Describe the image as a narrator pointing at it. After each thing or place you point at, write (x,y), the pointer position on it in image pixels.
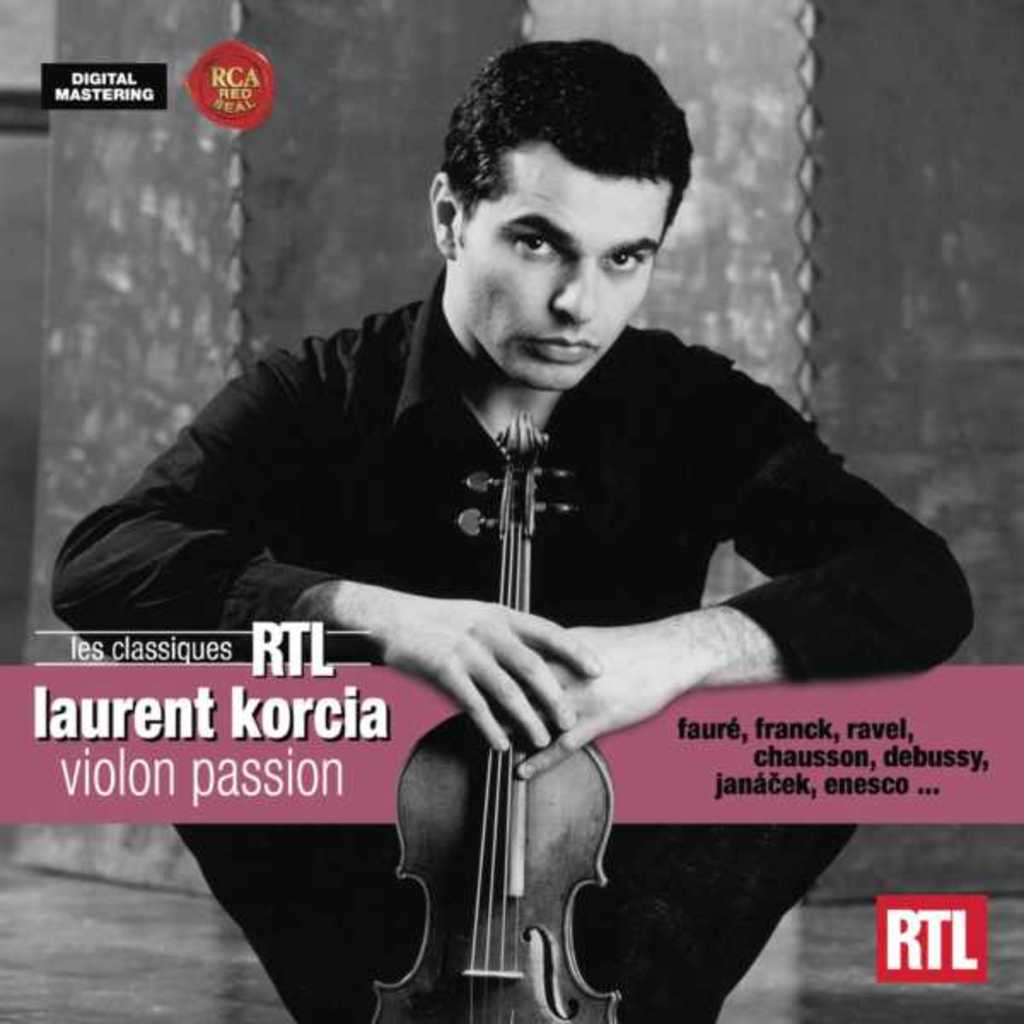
A black and white picture. This man (276,836) is sitting on a floor (171,1012) and holding a violin (493,783).
